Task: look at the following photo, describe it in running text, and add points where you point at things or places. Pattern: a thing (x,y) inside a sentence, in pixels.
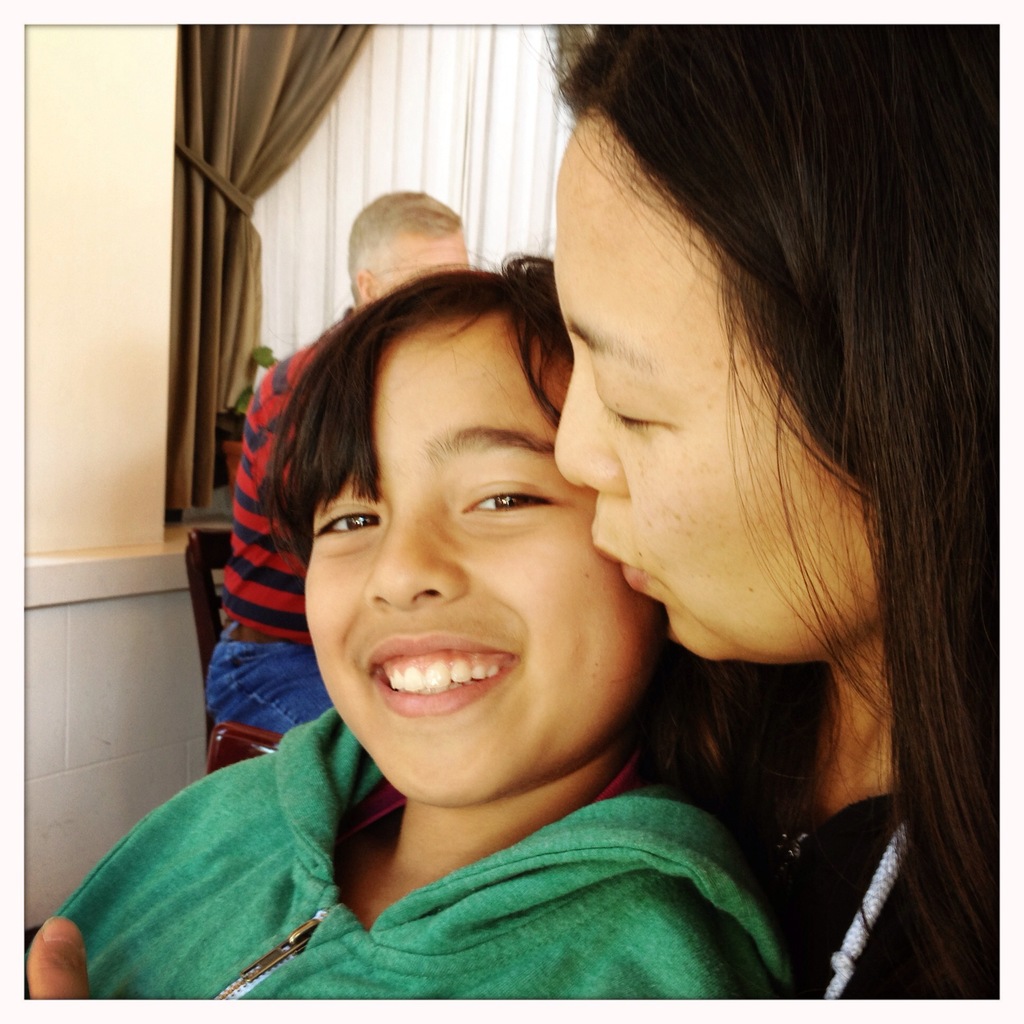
In the picture we can see a woman (846,313) and a child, beside them there is a person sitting on the chair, there are curtains (310,178) on the wall (46,264).
